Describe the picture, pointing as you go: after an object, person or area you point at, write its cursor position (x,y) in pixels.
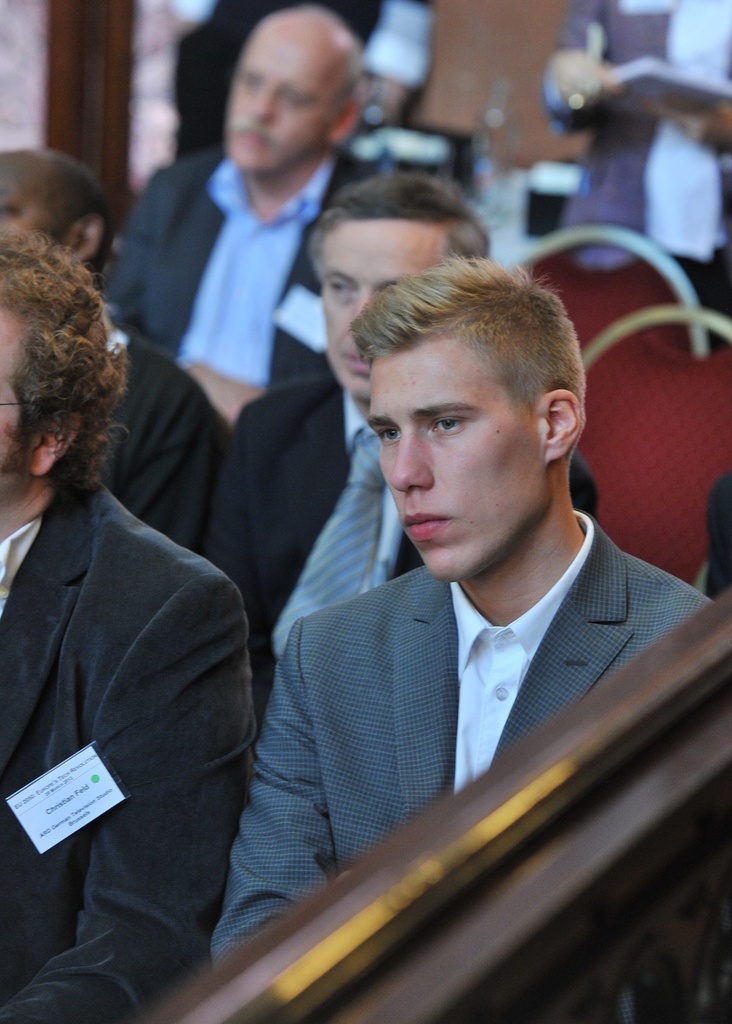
This picture is clicked inside. In the foreground (367,274) we can see the group of persons (344,601) wearing suits (331,615) and sitting on the chairs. In the background (722,412) we can see the red color chairs (664,416) and some persons (636,95) standing on the ground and there are some objects (501,156).
